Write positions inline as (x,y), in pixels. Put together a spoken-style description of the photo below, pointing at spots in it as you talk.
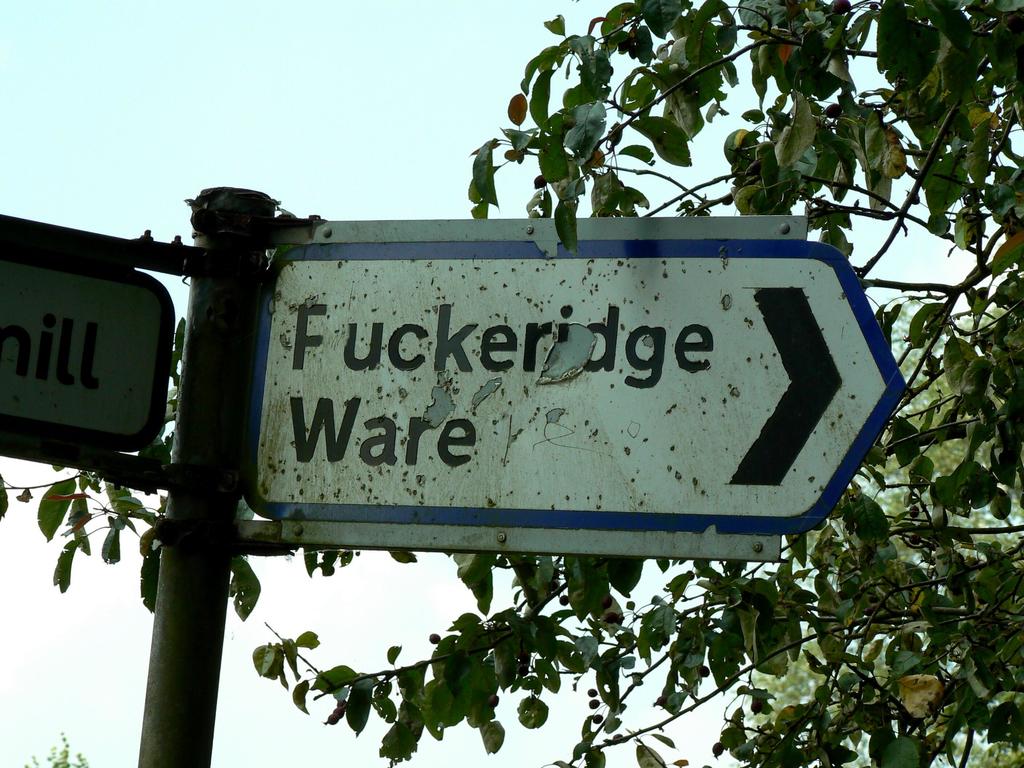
This picture is taken from the outside of the city. In this image, on the right side (955,71), we can see some trees (972,338). On the left side (213,458), we can see a pole (207,396) and board (262,352), on the board (396,332), we can see some text (529,370) written on it. In the background (235,14), we can see a sky (507,734) which is a bit cloudy.
